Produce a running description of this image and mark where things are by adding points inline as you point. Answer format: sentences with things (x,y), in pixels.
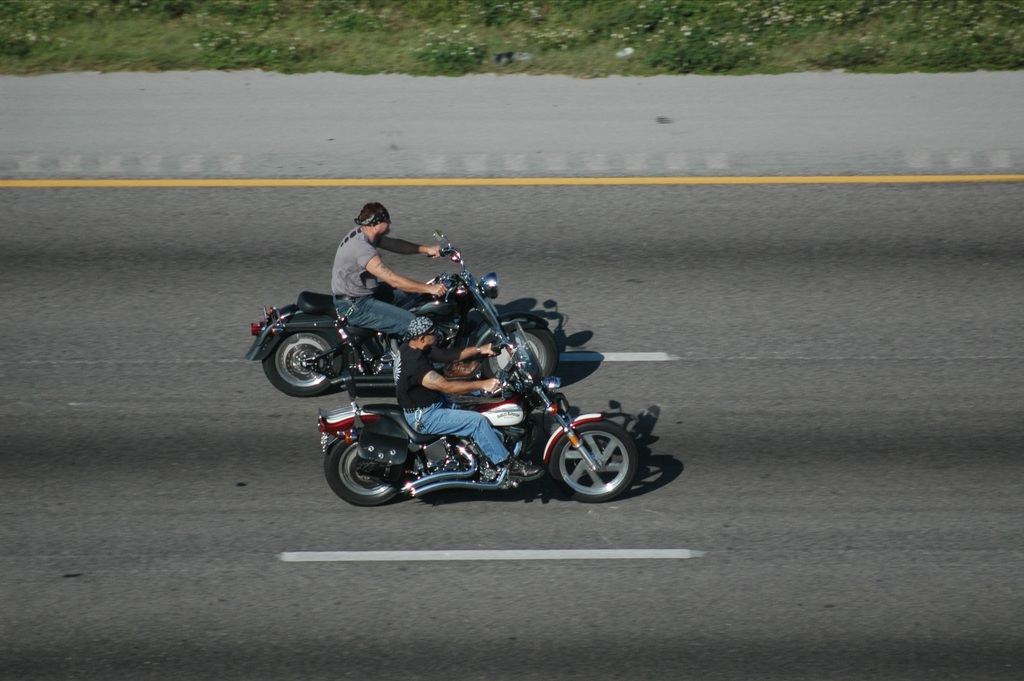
In this image I see 2 men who are on the bike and they are on the road (1021,442) and there are few plants (986,49) and grass (721,62) over here.
